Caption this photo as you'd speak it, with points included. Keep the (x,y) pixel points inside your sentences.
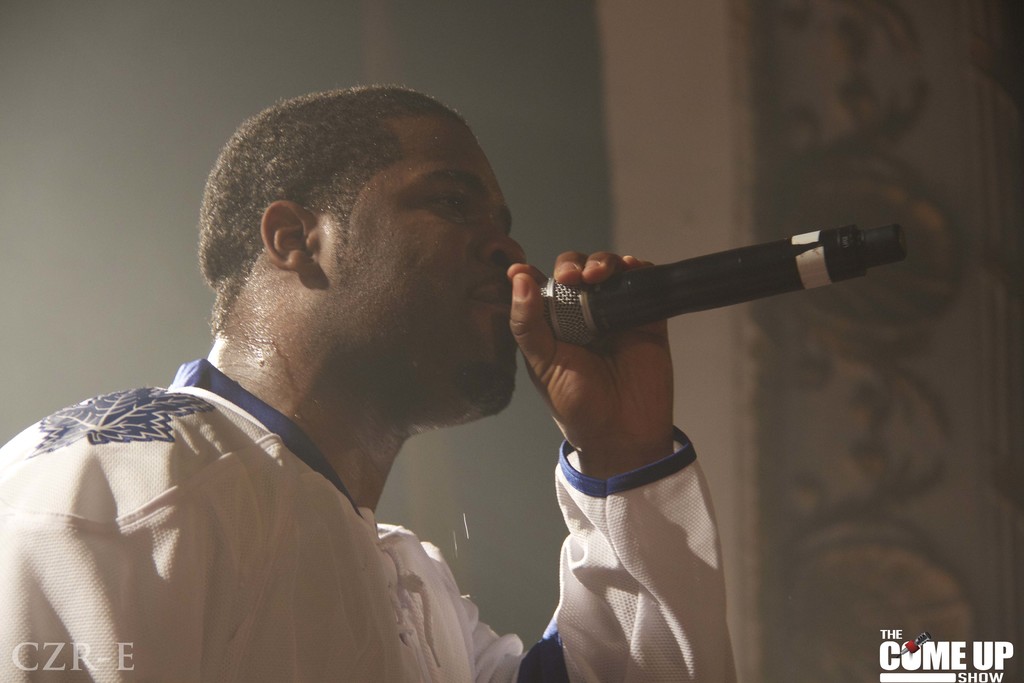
In this picture I can see a man (521,301) holding a mike (604,285), there is blur background (302,17), and there are watermarks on the image.
